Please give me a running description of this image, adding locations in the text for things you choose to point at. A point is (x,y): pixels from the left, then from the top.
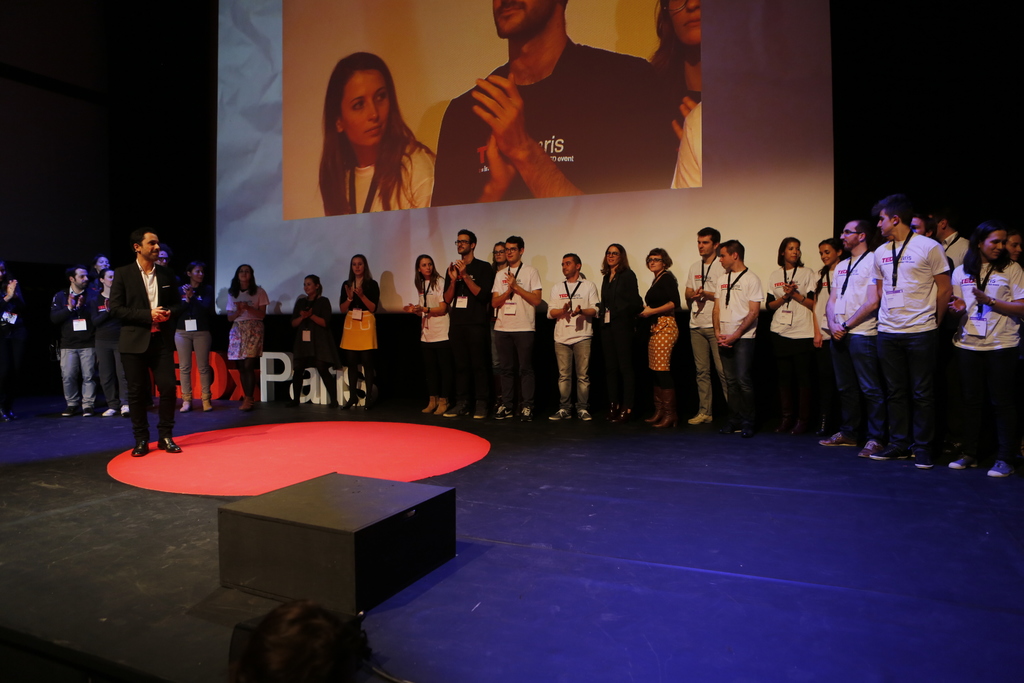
In this picture in the front (318,550) there are objects (339,587) which are black in colour. In the background (164,335) there are persons (487,309) standing and there is some text (356,367) written on the board (386,359) behind the persons (311,354), there is a screen (501,149) with the image (589,153) of the persons (539,129).
